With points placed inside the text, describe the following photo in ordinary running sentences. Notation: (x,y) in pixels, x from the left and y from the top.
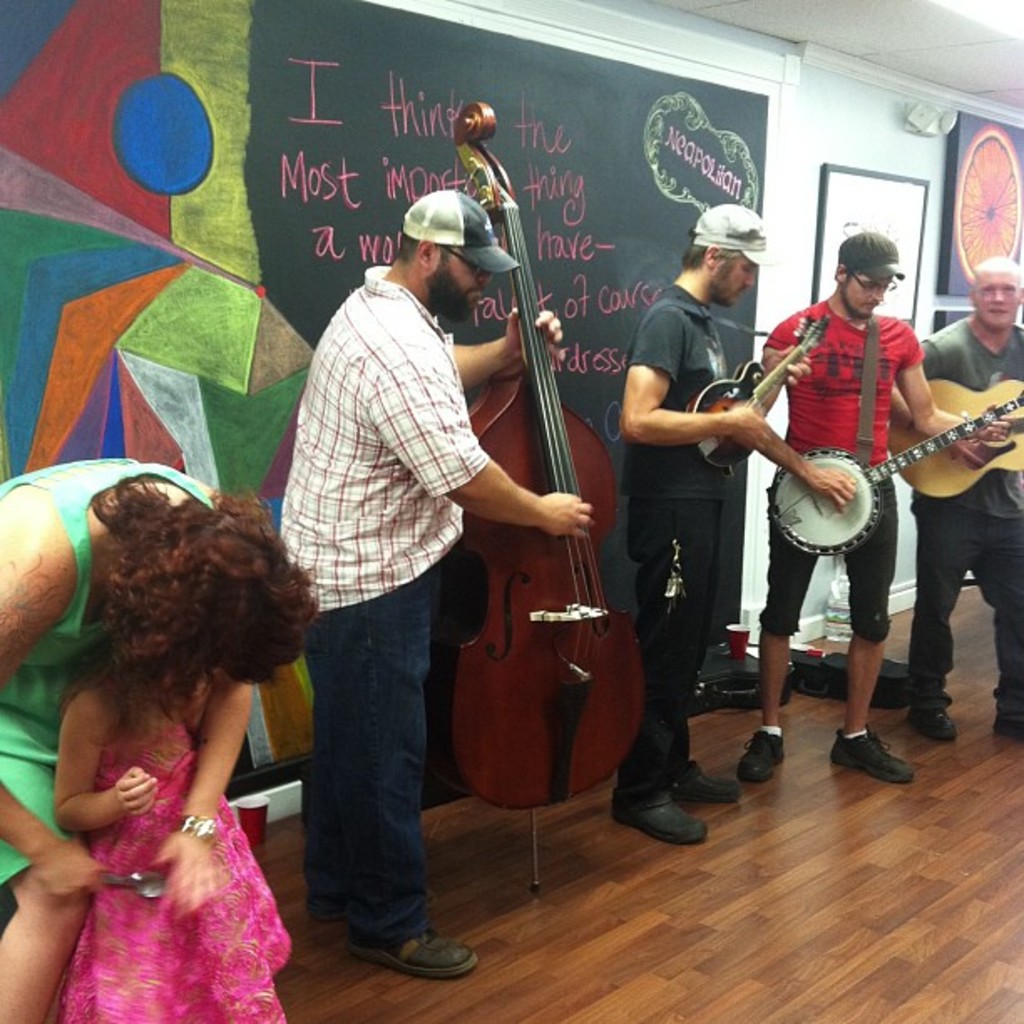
In this image there are people (973,539) playing musical instruments (483,539). Beside them there are two other people (177,897) standing on the floor (710,905). Behind them there is a painting (204,126) and some text (533,181) on the wall (579,342). On the right side of the image (953,291) there are photo frames (953,291) attached to the wall (898,151).
